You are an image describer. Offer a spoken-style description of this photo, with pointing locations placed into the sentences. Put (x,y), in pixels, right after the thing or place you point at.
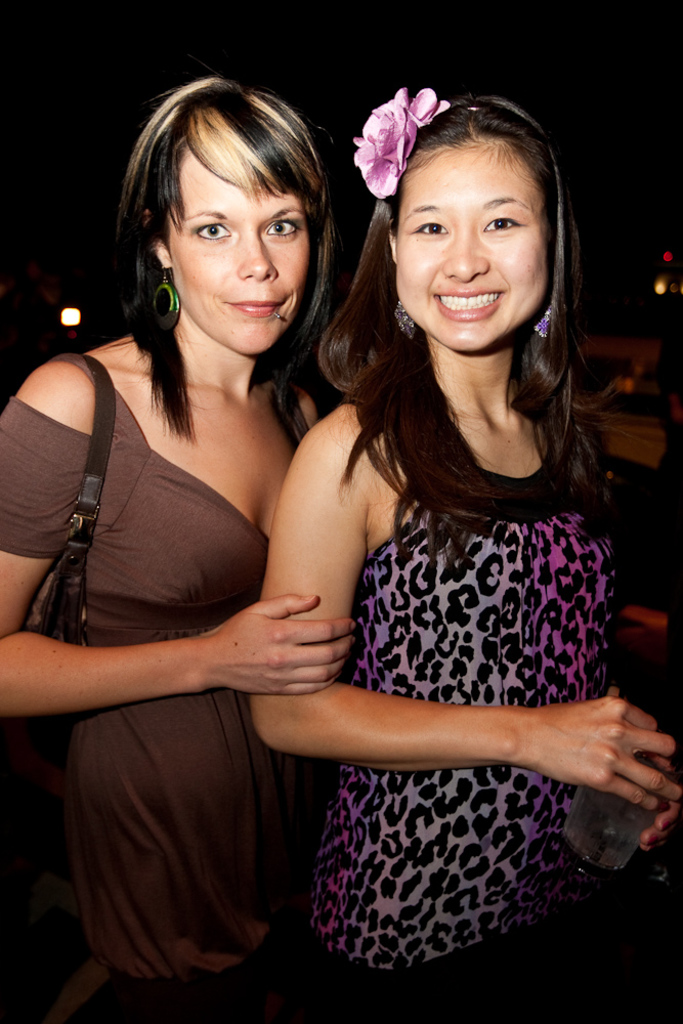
In this image there are two women (157,417) standing. The woman (492,656) to the right (602,779) is holding a glass (610,826) in her hand (569,733). The woman (73,479) to the left (70,529) is wearing a handbag (57,571). The background (53,66) is dark.
